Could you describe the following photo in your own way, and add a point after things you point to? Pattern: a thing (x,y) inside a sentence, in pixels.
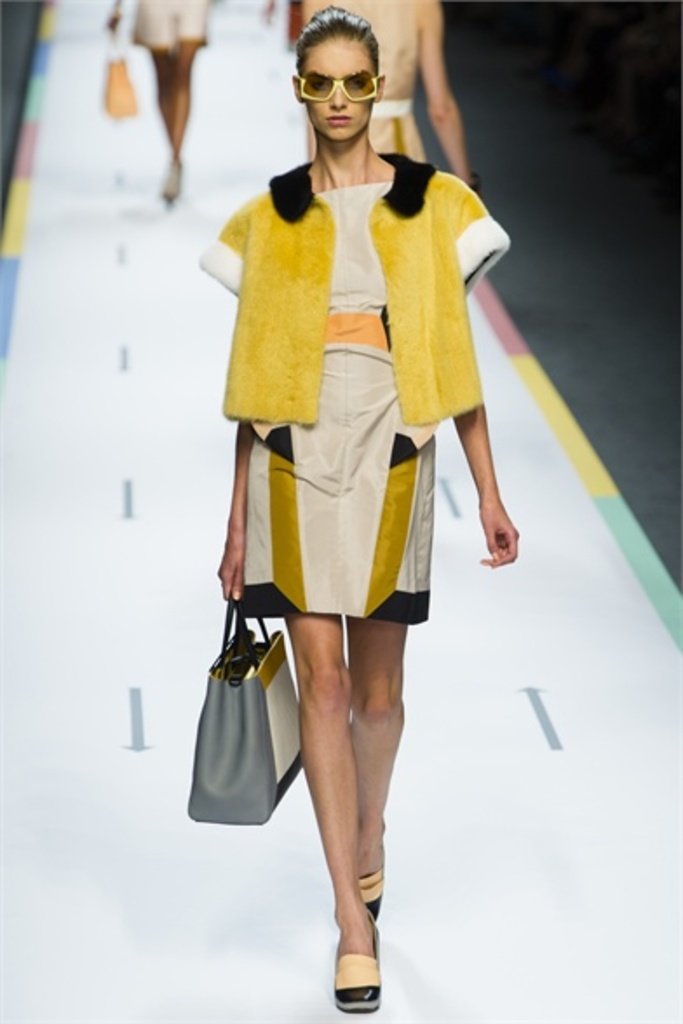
In this image I can see a woman (342,639) with white and yellow dress (334,534). One person (300,605) is holding the grey color bag (234,746) and also she is wearing the sandals (371,994). In the back (438,60) there are few more people (396,142) walking and they are also holding the bag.
